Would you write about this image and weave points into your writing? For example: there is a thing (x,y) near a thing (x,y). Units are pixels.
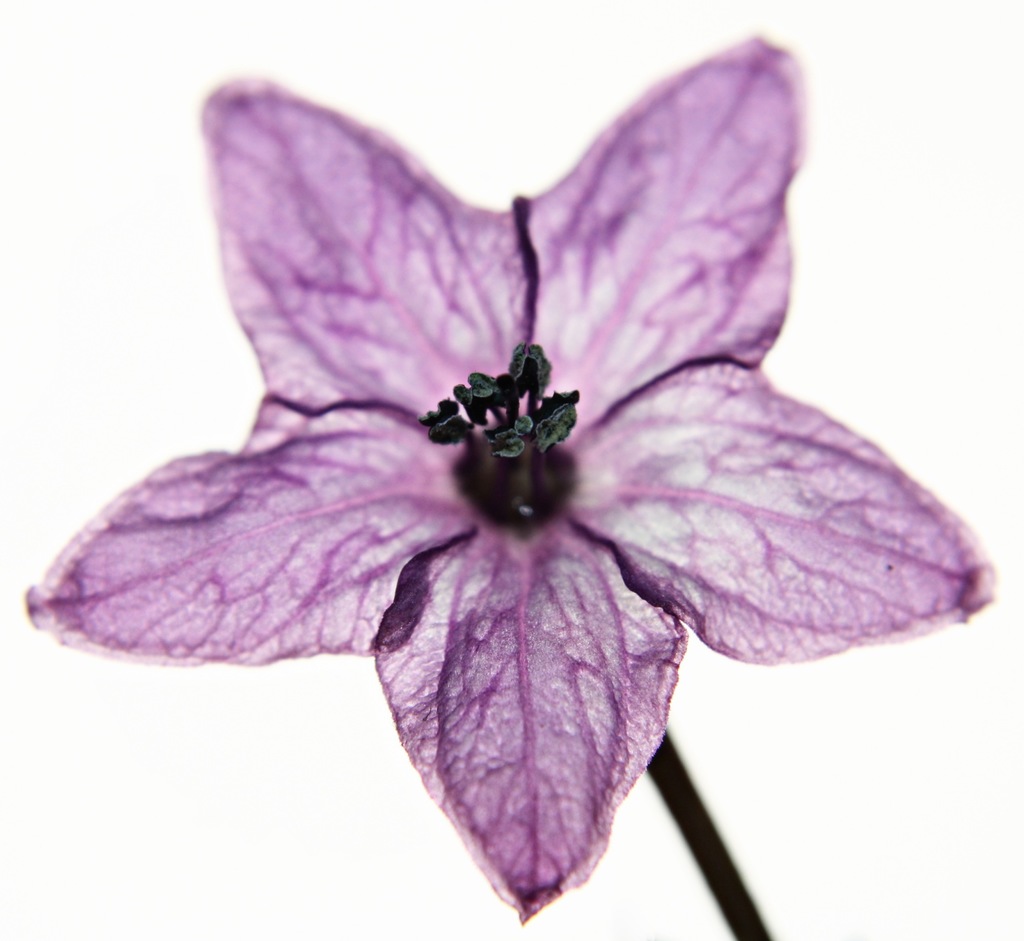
In this image I can see a purple colour flower (522,560) and here I can see stamens (515,351). I can also see white colour in the background (909,317).
